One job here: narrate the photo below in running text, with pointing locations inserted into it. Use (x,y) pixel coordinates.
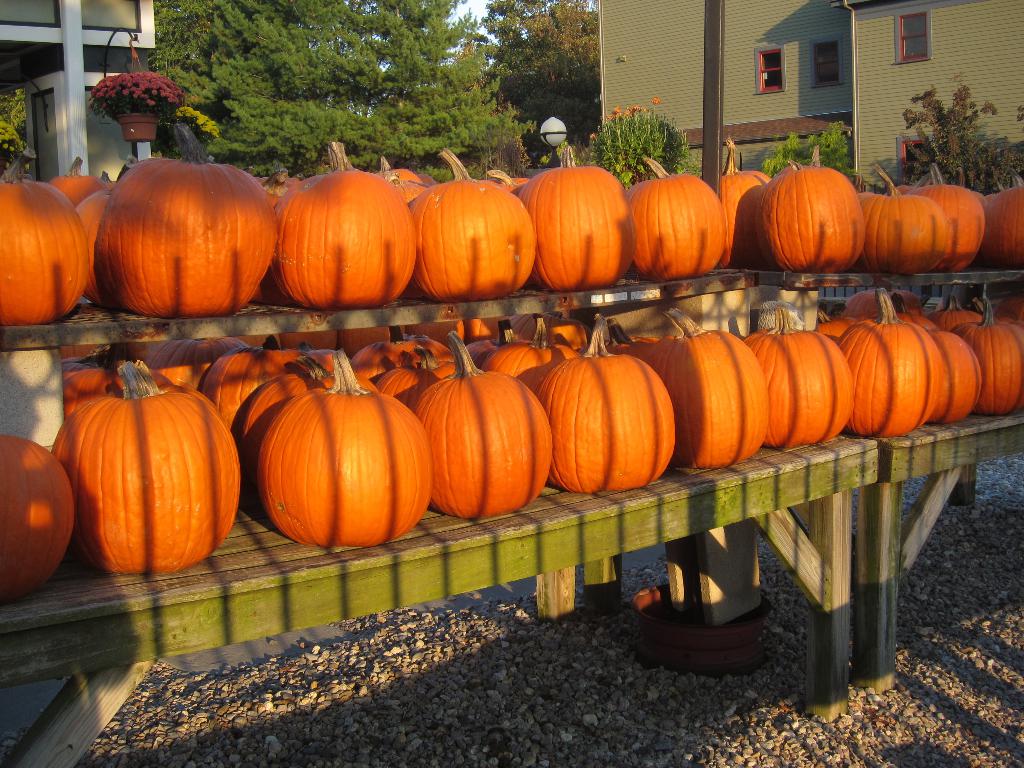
In this picture we can see pumpkins (697,192) on tables (344,550), stones (785,657) on the ground (445,663), house plant (100,103), some objects (677,608), building (913,41) with windows (836,44) and in the background (401,84) we can see trees (438,107).
